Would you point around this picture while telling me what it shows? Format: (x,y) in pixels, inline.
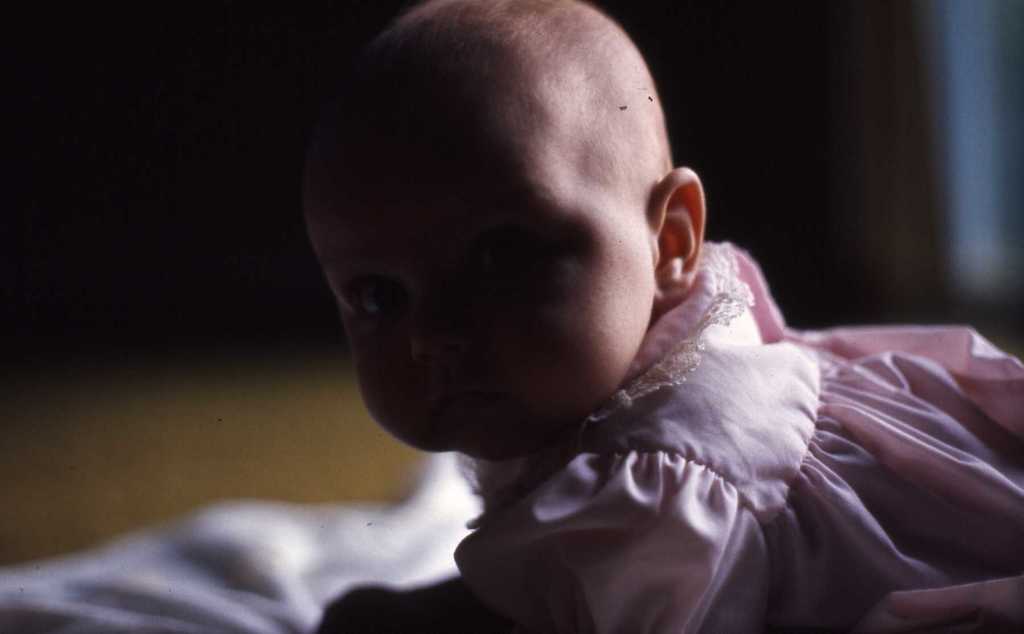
In this image we can see a baby (612,458).
